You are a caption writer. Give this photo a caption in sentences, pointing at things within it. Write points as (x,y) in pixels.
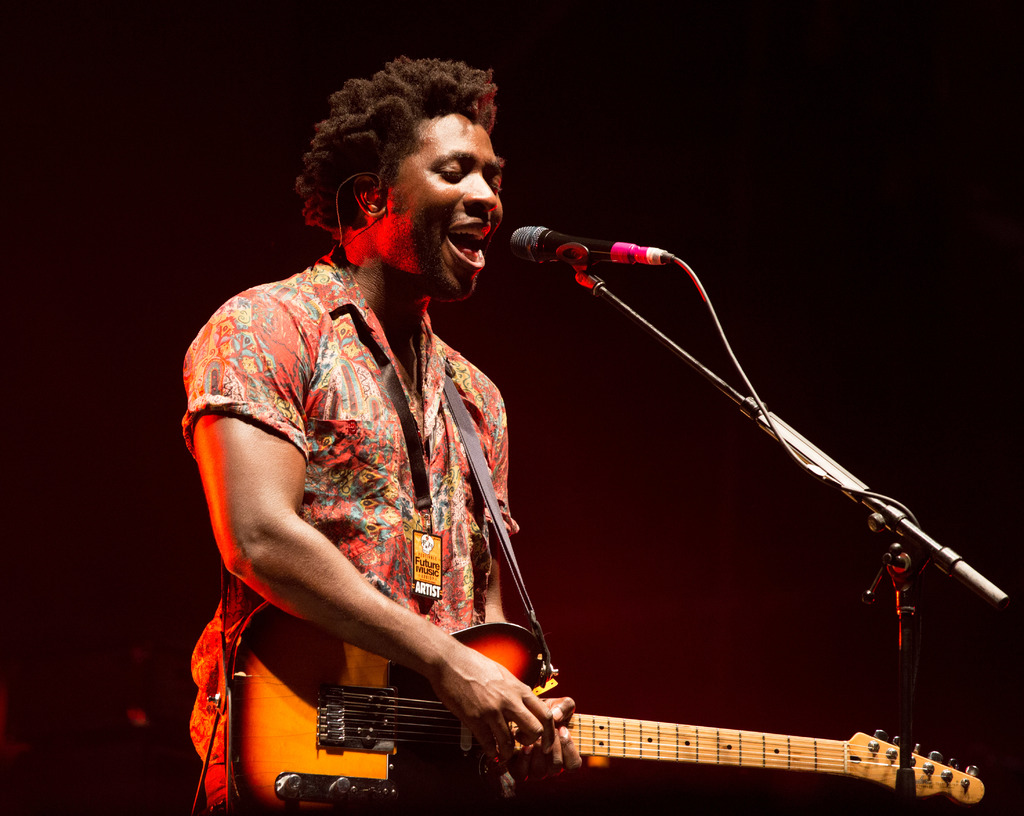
A man (335,173) is standing, he is playing guitar (299,706). He is singing because his mouth (455,225) is opened. There is a microphone (548,238) in front of him. Background (80,307) is dark.
